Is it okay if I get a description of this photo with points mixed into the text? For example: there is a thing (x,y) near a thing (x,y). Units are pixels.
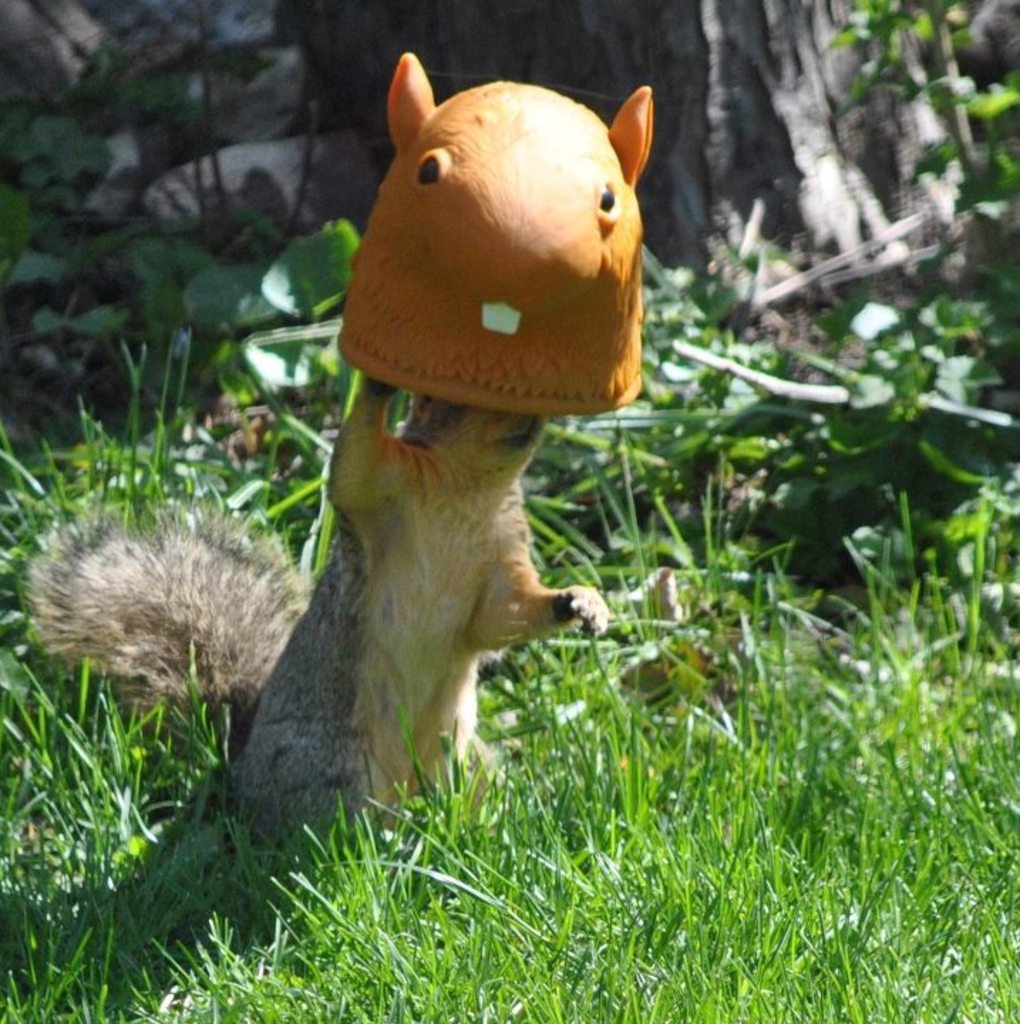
This picture shows a squirrel (450,610) and we see mask (525,347) on its head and we see grass (598,946) on the ground (811,317) and few plants (814,353).
